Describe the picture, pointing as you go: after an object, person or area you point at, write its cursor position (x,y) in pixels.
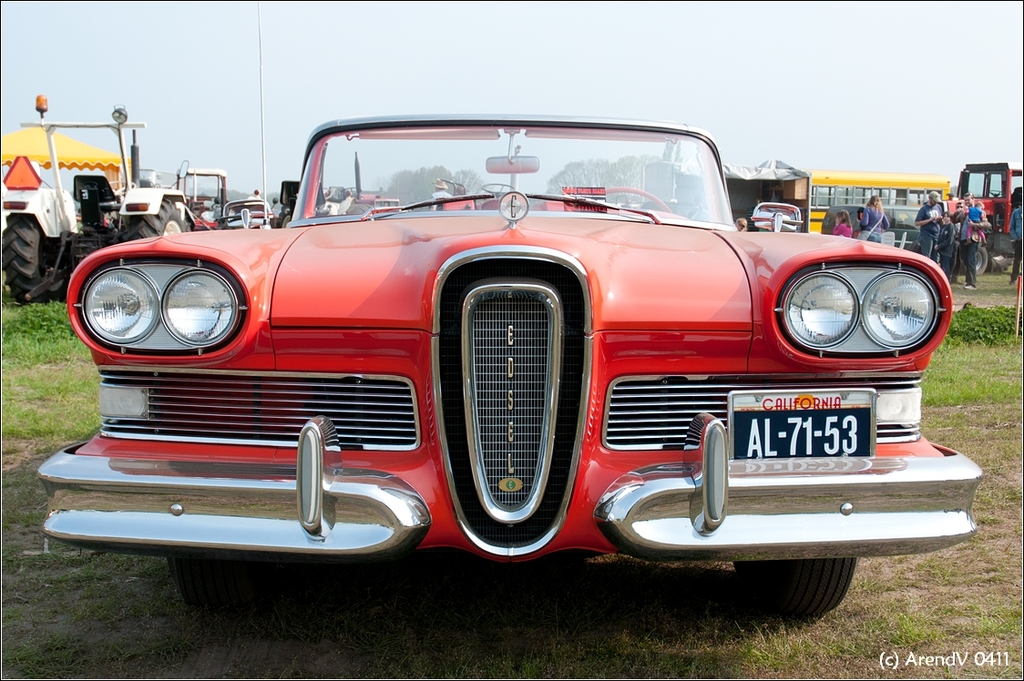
This image consists of a car (671,332) in red color. At the bottom (508,675), there is green grass (59,614). On the left (33,144), we can see a tractor (80,193) and a tent (67,147) in yellow color. On the right (866,201), we can see a bus (851,192) in yellow color. In the background (603,179), we can see the trees (413,175). At the top (520,56), there is sky (656,74).
